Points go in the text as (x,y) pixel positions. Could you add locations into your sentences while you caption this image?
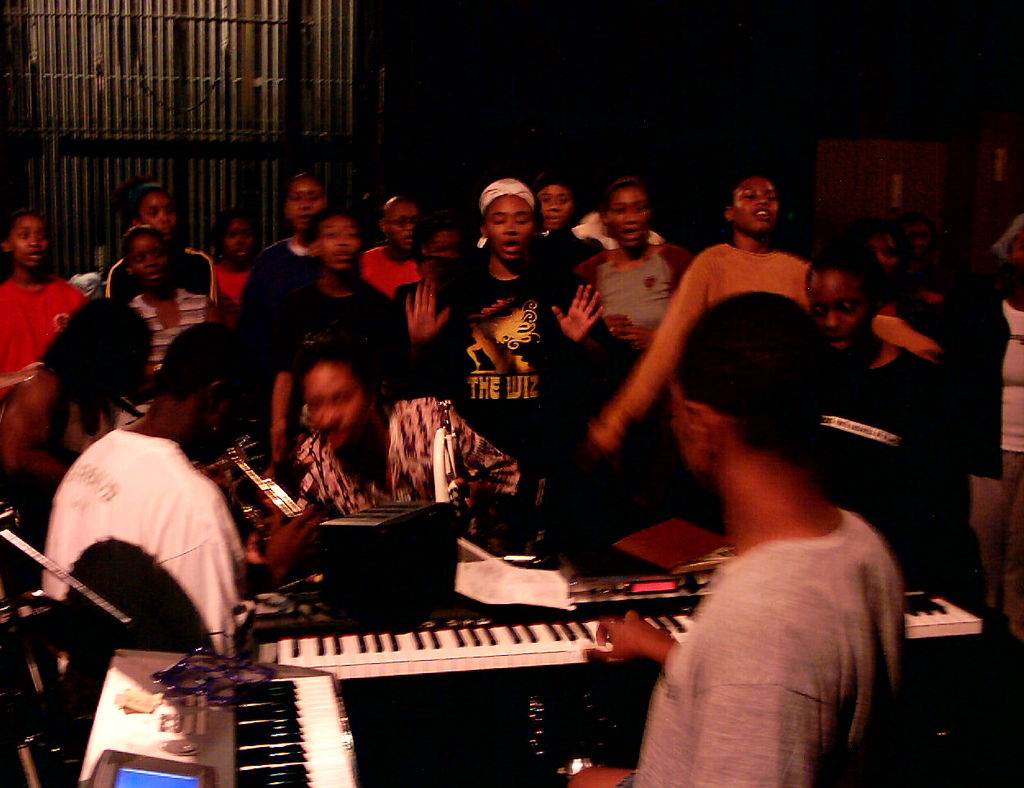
As we can see in the image there are few people (148,466) sitting and few of them (453,271) are standing and in the front (222,754) there are black and white color musical keyboards (298,686).
